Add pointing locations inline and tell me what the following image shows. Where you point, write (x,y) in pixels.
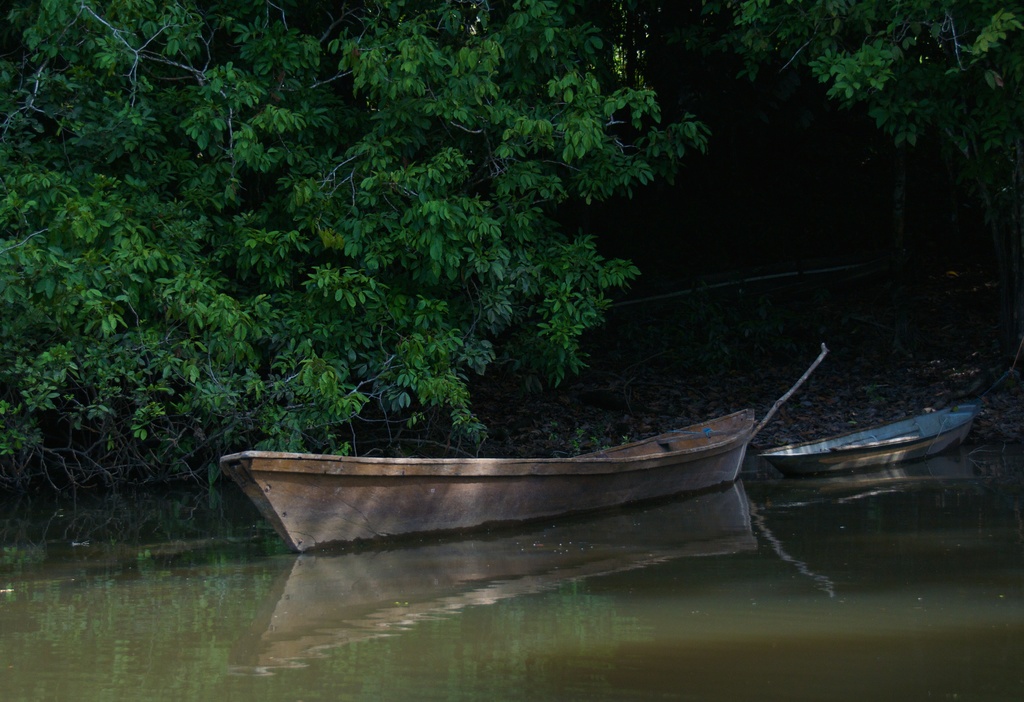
There is a boat (387,477) on the water (639,634). Near to that there is another boat (851,431). In the background (379,234) there are trees (374,275).
